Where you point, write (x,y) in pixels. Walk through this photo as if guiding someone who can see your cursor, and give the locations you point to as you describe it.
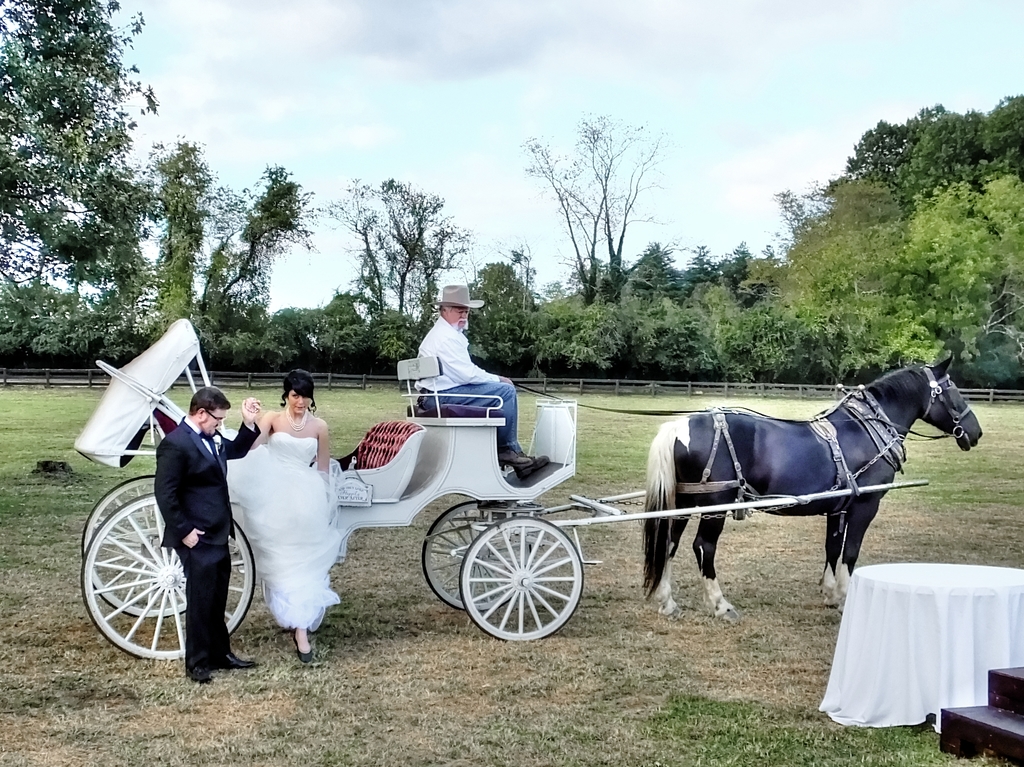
In this image there is a cart (458,548) tied to a horse (800,472) which is standing on the grass land (582,629). A person (448,370) wearing a white shirt (458,353) is sitting on the cart (484,409). He is wearing a cap (453,302). Left side (186,511) there is a person (219,506) wearing a suit (184,493). He is holding the hand (255,414) of a woman (295,476). She is wearing a white dress (287,496). Right side (990,619) there is a table (943,584) covered with a cloth (954,614). Beside there are stairs (998,717). There is fence (564,389). Behind there are few trees (742,321). Top of the image (470,54) there is sky (405,73).
